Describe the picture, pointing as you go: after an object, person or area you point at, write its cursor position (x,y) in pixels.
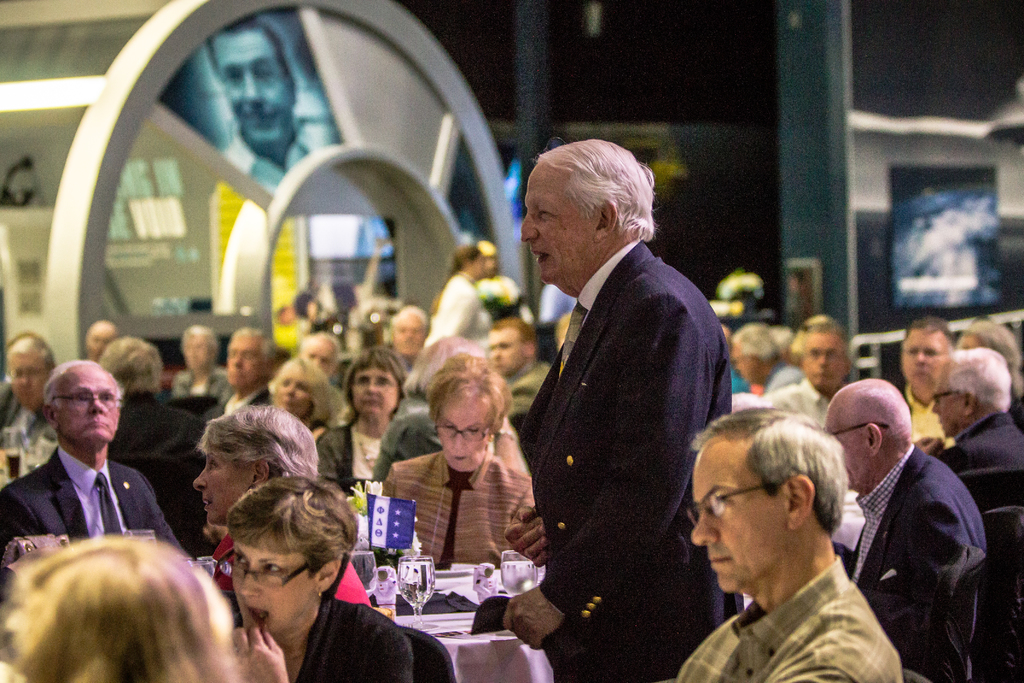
This image is taken indoors. In the background (926,151) there is a wall (873,197) with a picture frame (907,215) on it and there is a banner (268,133) with text (176,221) and an image (251,95) of a man (284,97) on it. There is an object (319,165). In the middle of the image (459,446) many people (929,403) are sitting on the chair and a man (603,313) is standing. There are many tables (474,646) with many things (363,534) on them.
